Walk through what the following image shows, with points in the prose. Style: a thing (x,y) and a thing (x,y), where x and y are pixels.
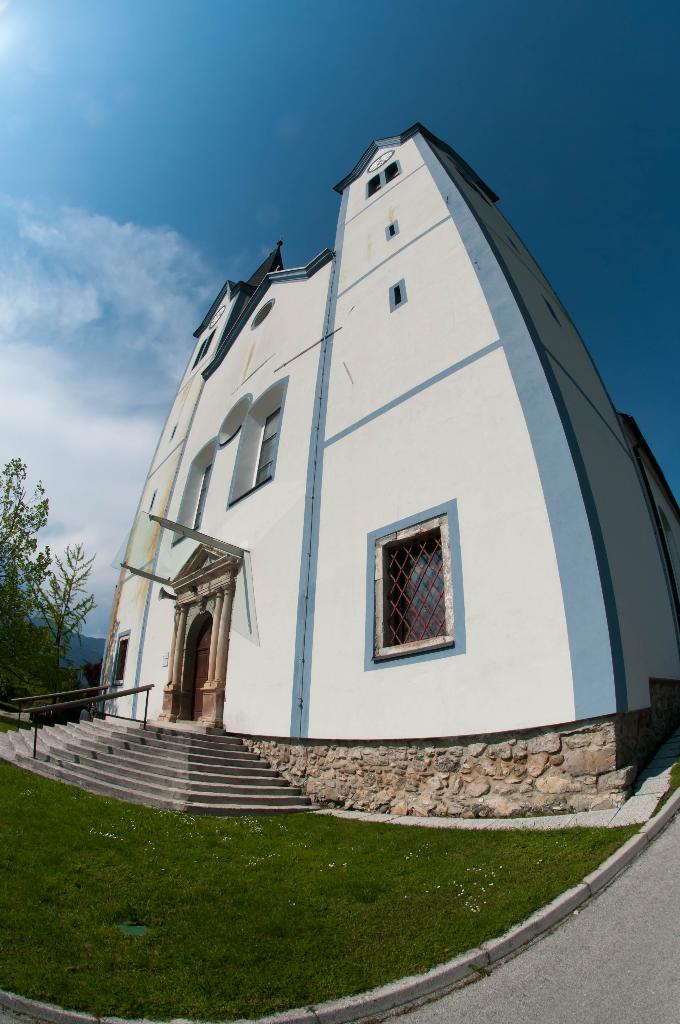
In this image in the center (372,419) there is one church (368,585) and there are some stairs (102,745), on the left side (46,599) there are some trees (68,630). And at the bottom (216,878) there is a walkway (608,943) and grass (194,856), and at the top of the image (183,107) there is sky (216,125).
